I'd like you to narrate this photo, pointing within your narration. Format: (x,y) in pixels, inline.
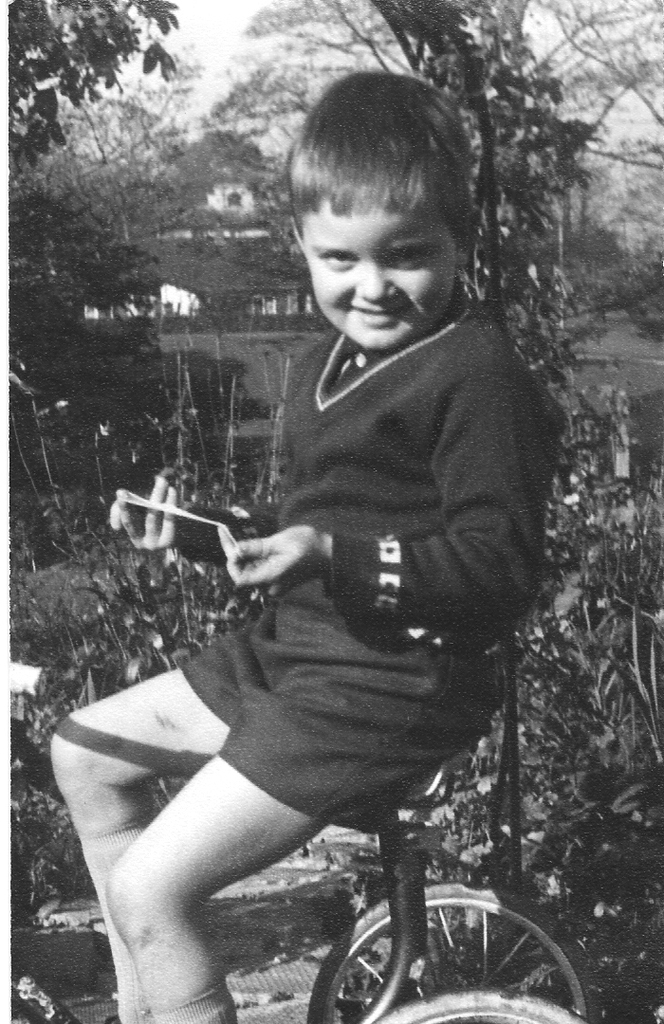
In this picture we can see a kid (376,694) sitting on a bicycle (353,962). These are the trees (458,38). And this is a black and white picture.
